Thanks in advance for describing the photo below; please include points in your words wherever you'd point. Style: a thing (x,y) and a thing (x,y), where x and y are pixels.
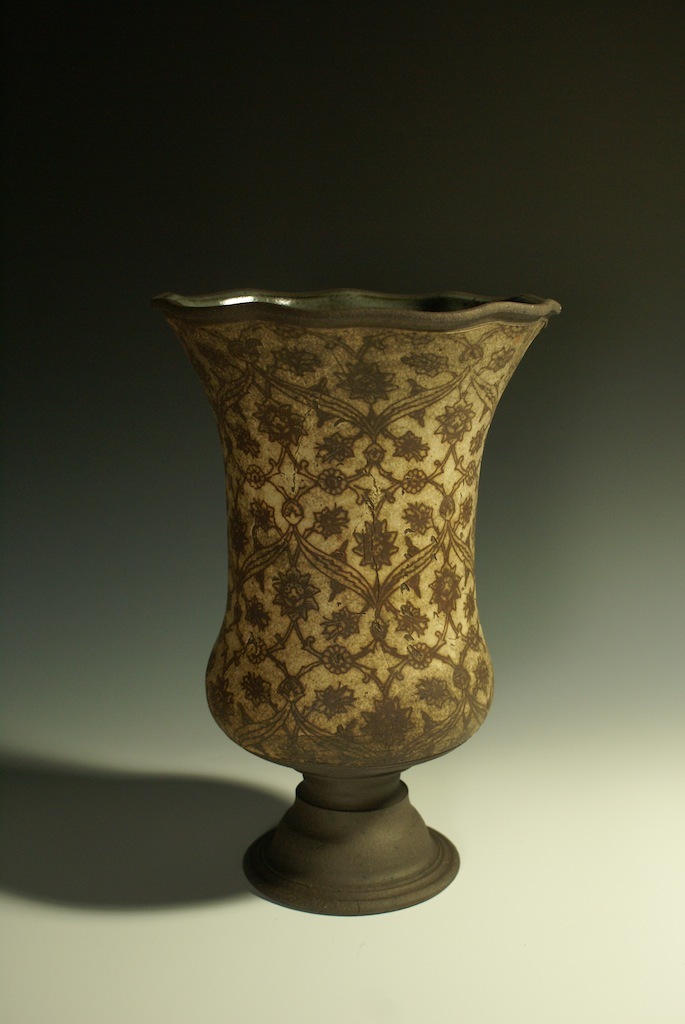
This image consists of a flower vase (236,685) made up of ceramic (328,497) is kept on the floor (453,986). At the bottom (344,1004), there is a white color floor (135,945). The flower vase (279,694) is in brown color.
